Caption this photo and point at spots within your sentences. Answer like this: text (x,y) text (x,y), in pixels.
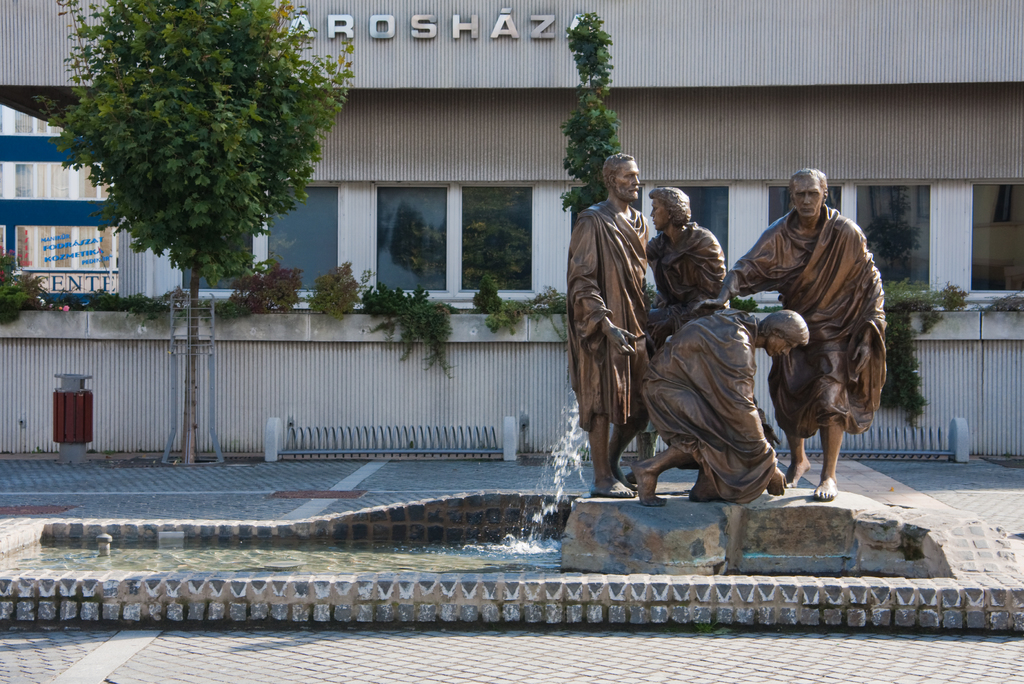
The picture is taken outside a city (610,561). In the foreground of the picture (707,560) there are fountain (391,569), pavement (347,676) and statue (708,312). In the background (399,286) there are windows (381,189) and building (756,79). It is sunny.
